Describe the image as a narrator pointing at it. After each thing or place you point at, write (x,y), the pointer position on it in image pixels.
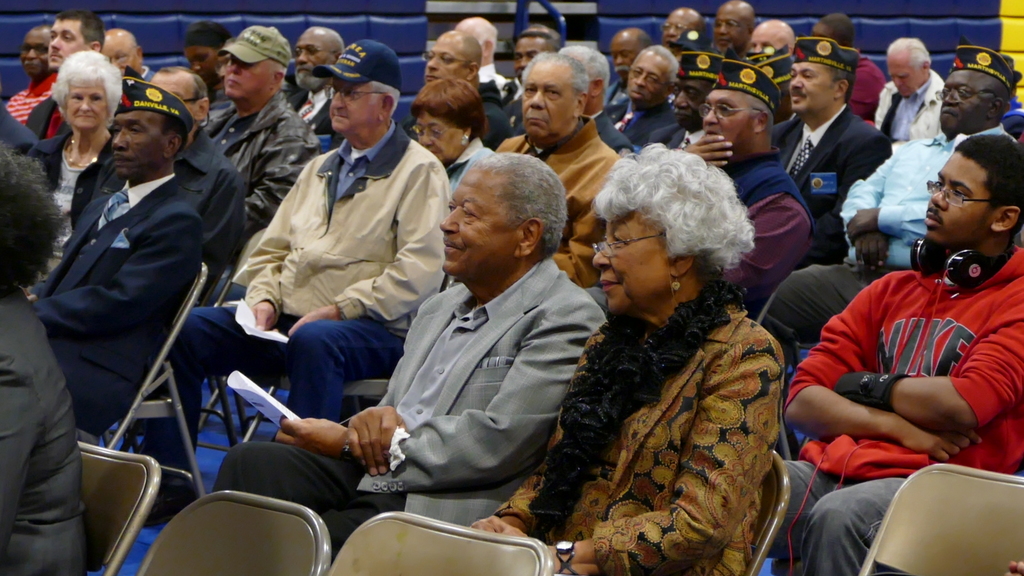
In this image there are group of people (387,189) who are sitting and some of them are holding some papers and in the background (303,24) there is a wall (936,26).
